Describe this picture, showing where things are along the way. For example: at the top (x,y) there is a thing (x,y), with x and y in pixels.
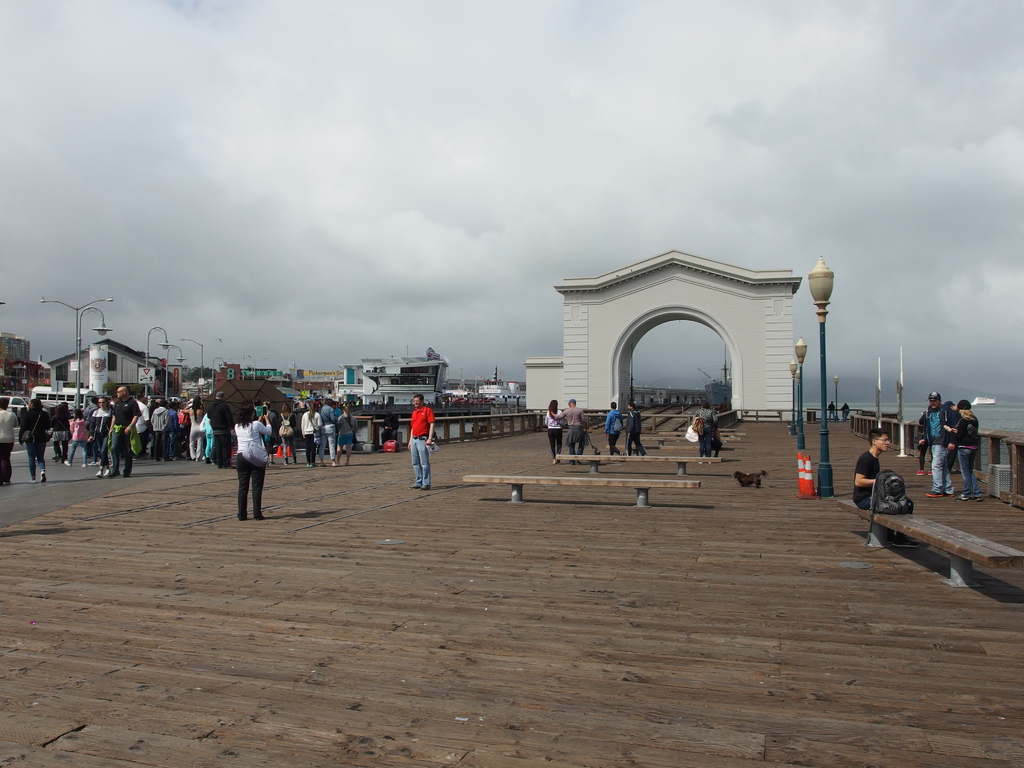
In the middle of the image (416,427) few people (30,423) are standing and sitting and there are some benches (527,480). Top right side of the image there are some poles (823,270) and there is a arch (694,268). Top left side of the image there are some poles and buildings (27,341). Top of the image (698,181) there are some clouds (454,194) and sky (278,91).
